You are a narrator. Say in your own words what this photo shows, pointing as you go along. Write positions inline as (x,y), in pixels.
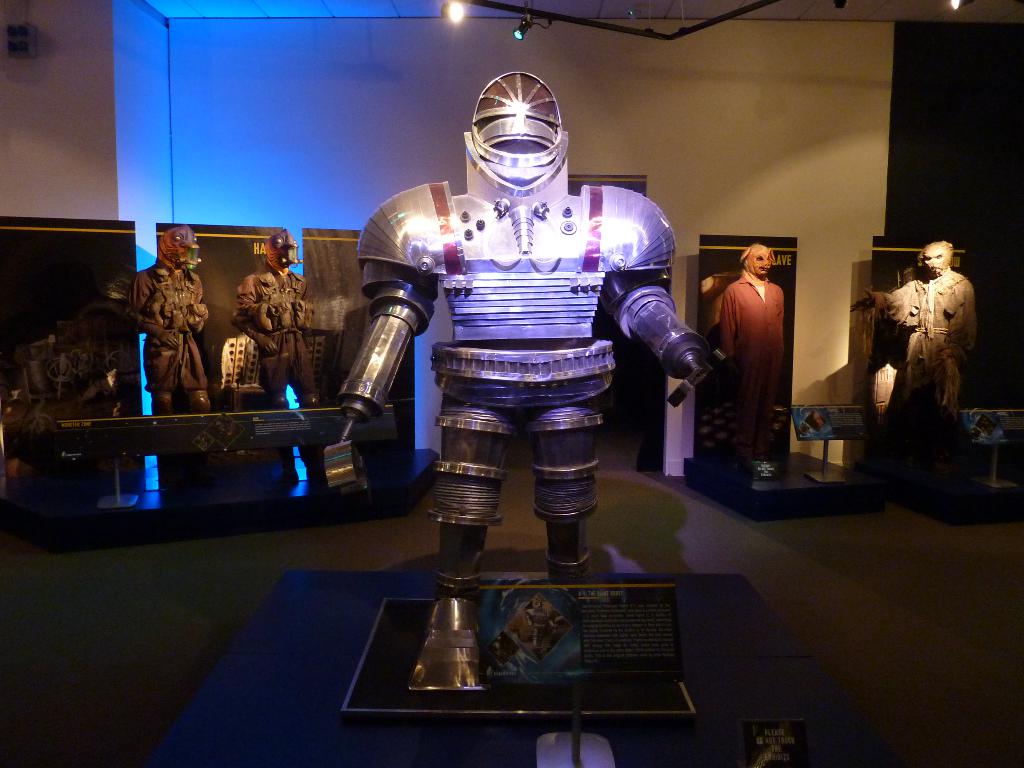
In this image I can see the floor (880,627), few statues (578,549) and I can see few boards (512,640) in front of the statues (568,534). In the background (839,115) I can see the wall (819,101), few lights (450,19) and black colored banners (91,263) behind the statues (605,271).
